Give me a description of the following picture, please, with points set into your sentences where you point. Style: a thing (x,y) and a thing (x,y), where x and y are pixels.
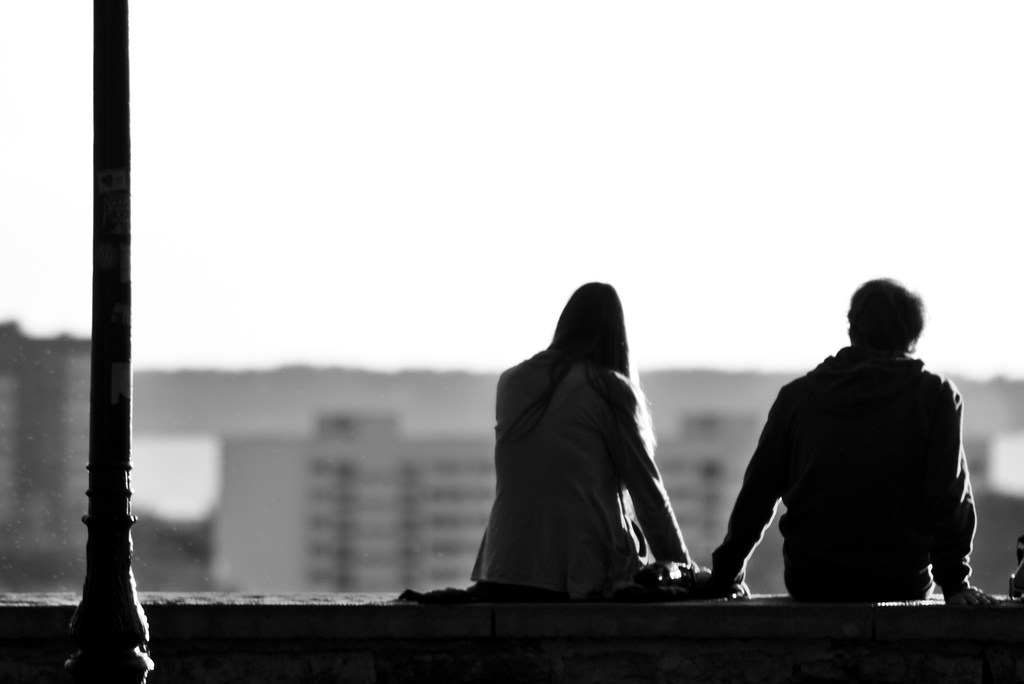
In this image I can see two people (609,472) are sitting. In front (102,556) I can see the pole (105,578) and the image is in black and white.
